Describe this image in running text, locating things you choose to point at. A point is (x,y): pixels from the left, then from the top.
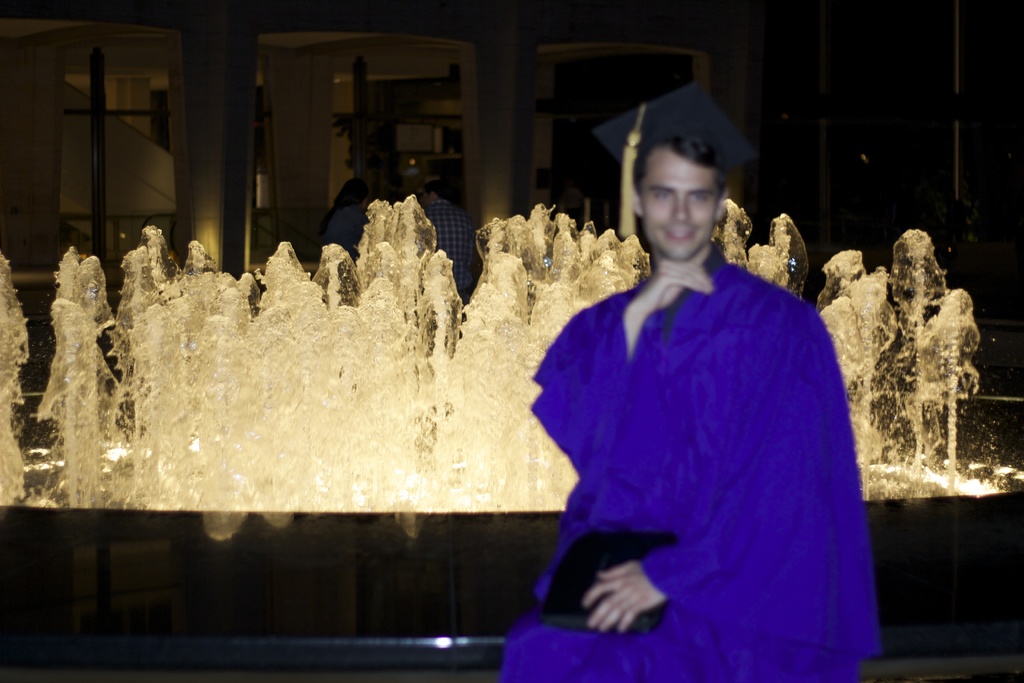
In this picture we can see a man (641,287) with graduation cap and gown (709,302). He is holding an object (598,551). Behind the man (662,406) there is a fountain (411,306), people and a building (482,127).
